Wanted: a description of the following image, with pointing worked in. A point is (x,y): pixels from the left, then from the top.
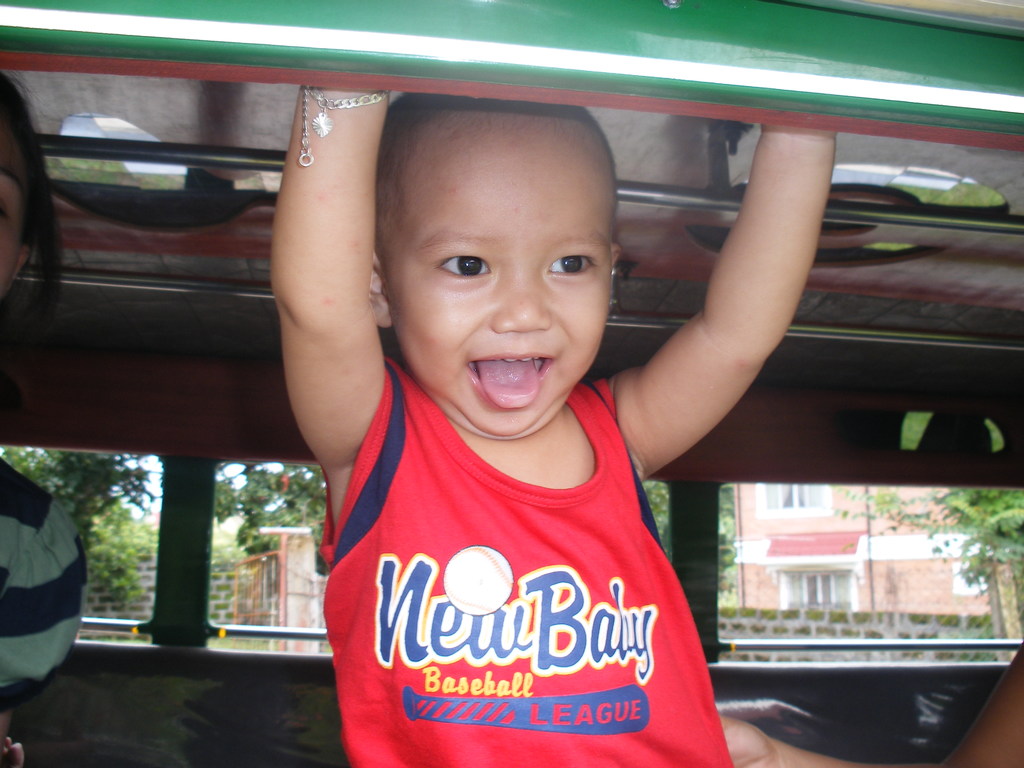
In this image there is a kid (295,310) on a bus (265,351) looking at the camera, beside the kid (537,410) there is a person (79,548), behind the kid (356,577) there are windows (249,598) of a vehicle (164,590), from the windows (225,576) we can see trees (246,553) and houses (784,546).
